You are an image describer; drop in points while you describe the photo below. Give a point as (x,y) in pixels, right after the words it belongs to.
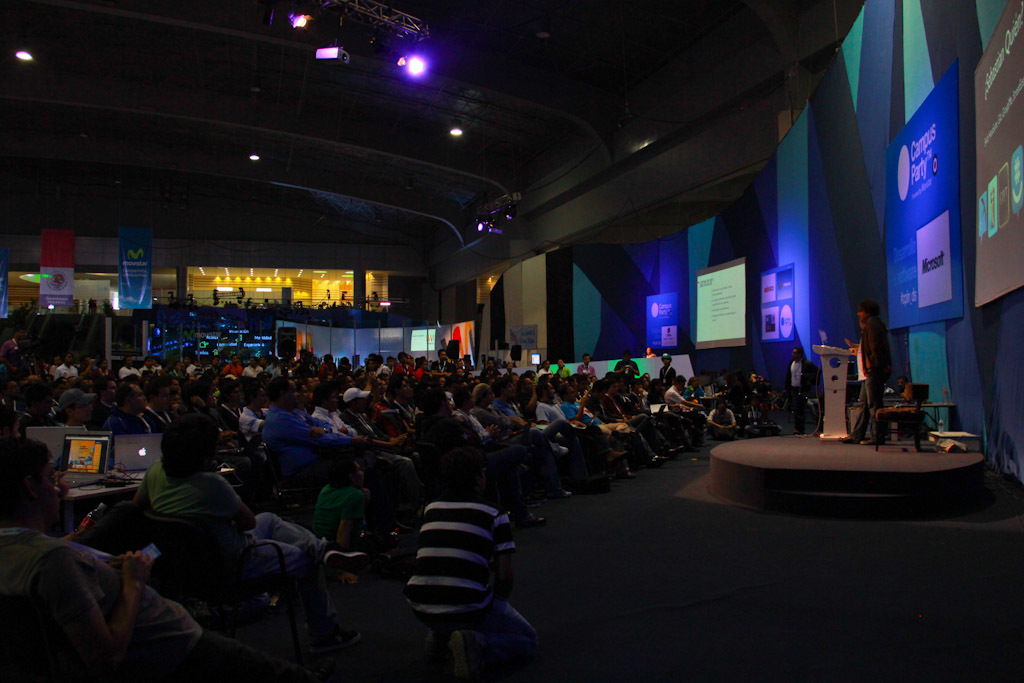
These group of people (230,447) are sitting on a chair (162,543). On this table (98,488) there is a laptop (105,447). On top (399,62) there is a focusing light (412,69) and projector (319,55). These are banners (659,335). On this stage (871,455) there is a podium (842,376) and a person (864,378) is standing. Far there are banners (61,274).
